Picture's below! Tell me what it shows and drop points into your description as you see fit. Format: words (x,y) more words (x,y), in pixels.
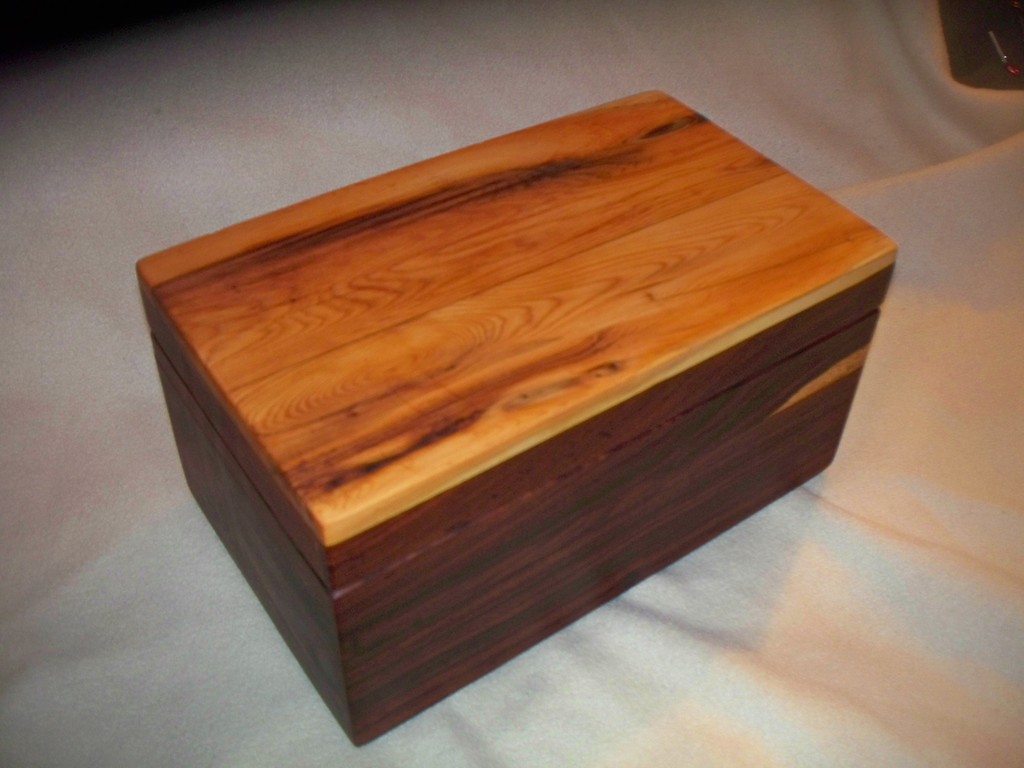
There is a wooden box (647,242) presenting in this picture.
